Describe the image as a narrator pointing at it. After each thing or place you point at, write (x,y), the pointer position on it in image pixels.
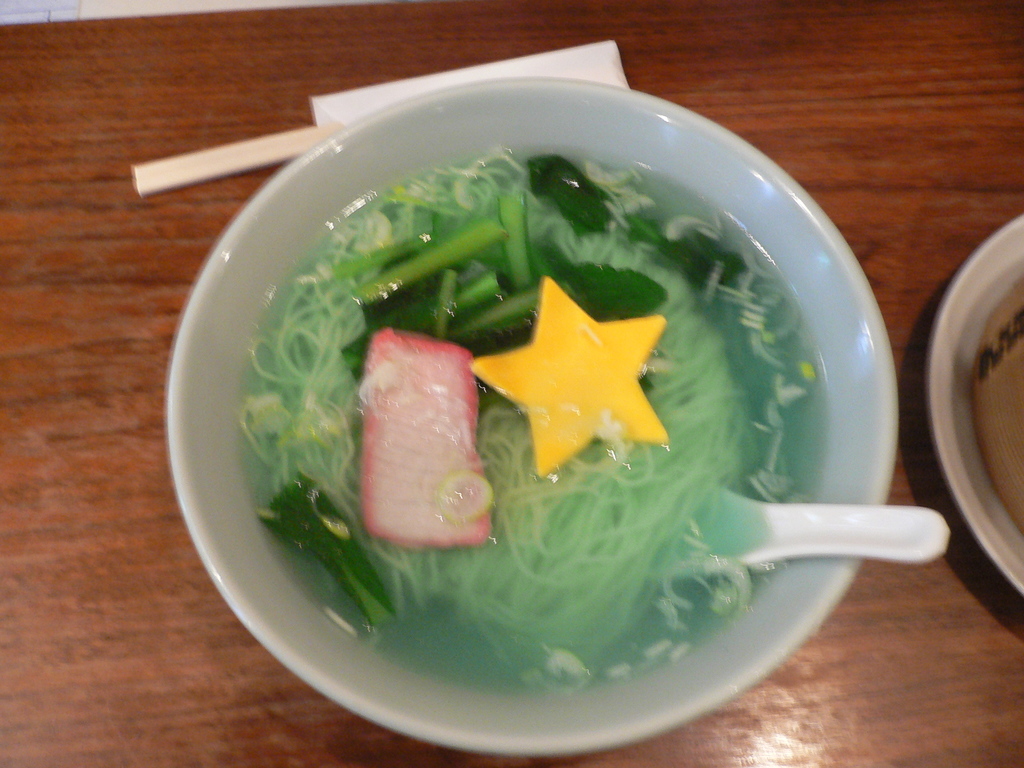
In this image I see the brown color surface (818,719) on which there is a white bowl (431,167) and I see food (589,509) which is of yellow, red, white and green in color and I see the white spoon (759,511) over here and I see the white and brown color utensils (959,445) over here and I see the cream and white color thing (372,112) over here.
